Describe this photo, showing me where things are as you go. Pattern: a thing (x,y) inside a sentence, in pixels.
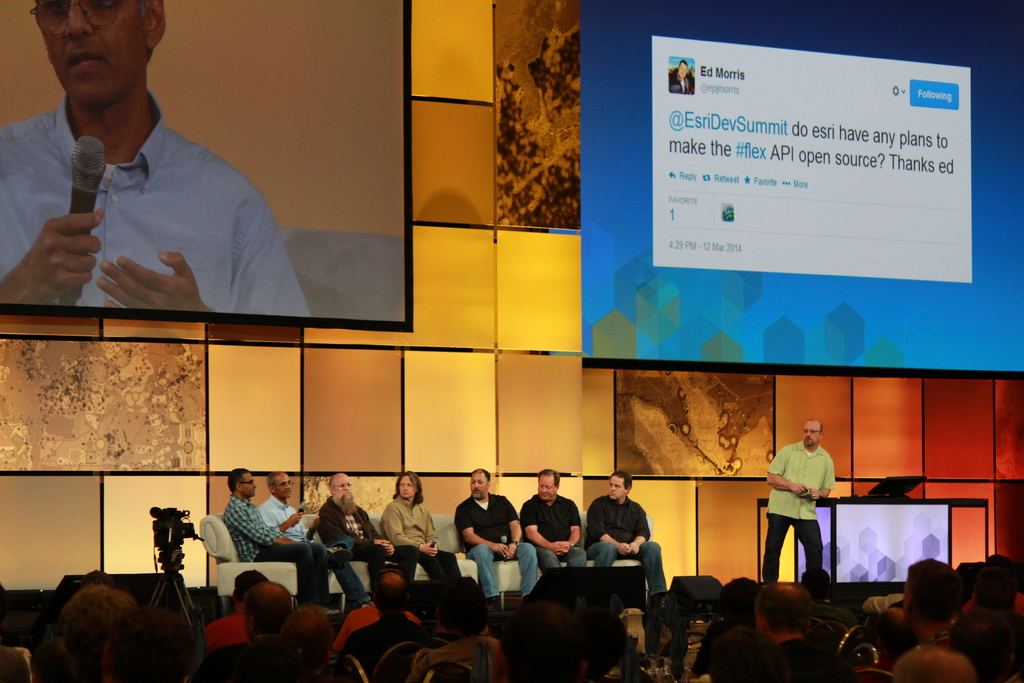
Group of people (530,626) sitting on the chairs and these persons (512,541) are sitting on the sofa (454,541), this person (803,503) standing. On the background (610,450) we can see wall (498,419), screens (615,181). We can see laptop (895,480) on the table (890,536). This is camera (163,536) with stand (172,549).
